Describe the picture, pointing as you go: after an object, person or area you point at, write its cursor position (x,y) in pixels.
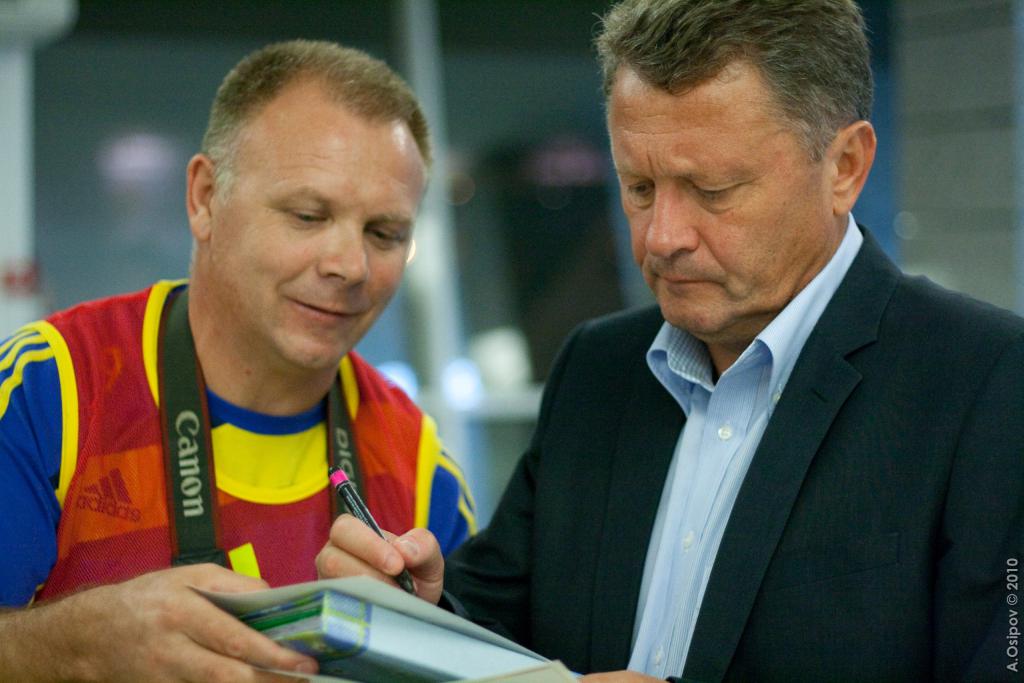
In the center of the image (653,238) we can see two men (569,579) standing and holding a book (336,613) and pen (376,528).
